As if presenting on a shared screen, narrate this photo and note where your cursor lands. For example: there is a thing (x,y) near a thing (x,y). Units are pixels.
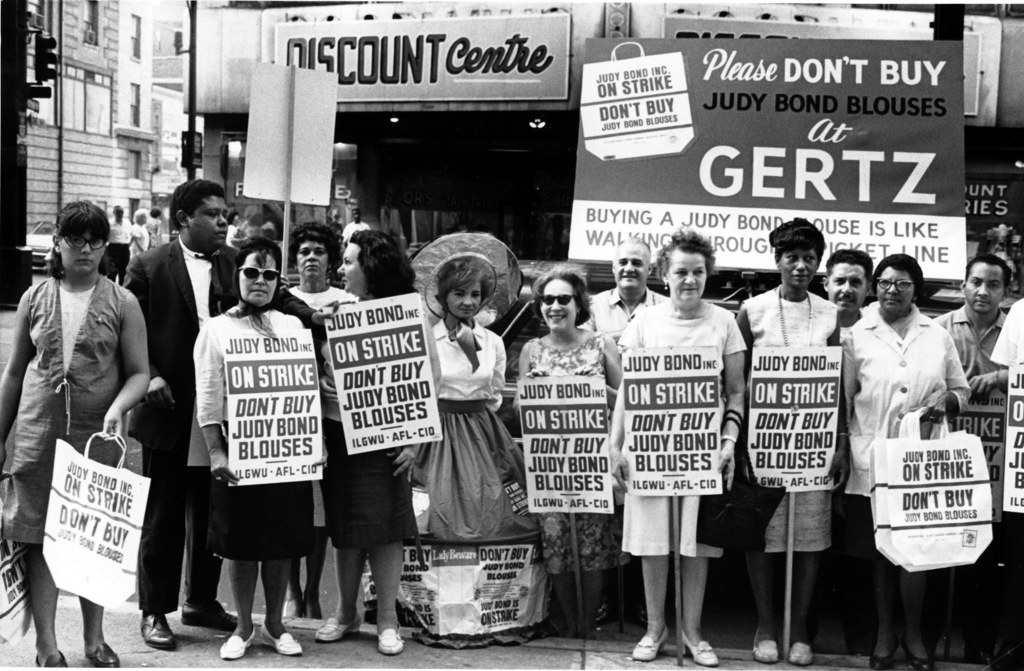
This picture is in black and white. In front of the picture, we see people (477,444) are standing on the road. Most of them are holding a whiteboard (585,453) with some text (587,490) written on it. The woman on the left side (74,541) is holding a white bag (78,528) with some text (115,528) written on it. I think they are protesting against something. Behind them, we see hoarding boards (761,103) with some text (749,171) written on it. We see people (146,237) are standing. There are buildings (76,83) and a traffic signal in the background (71,73). This picture is clicked in the city (86,109).
